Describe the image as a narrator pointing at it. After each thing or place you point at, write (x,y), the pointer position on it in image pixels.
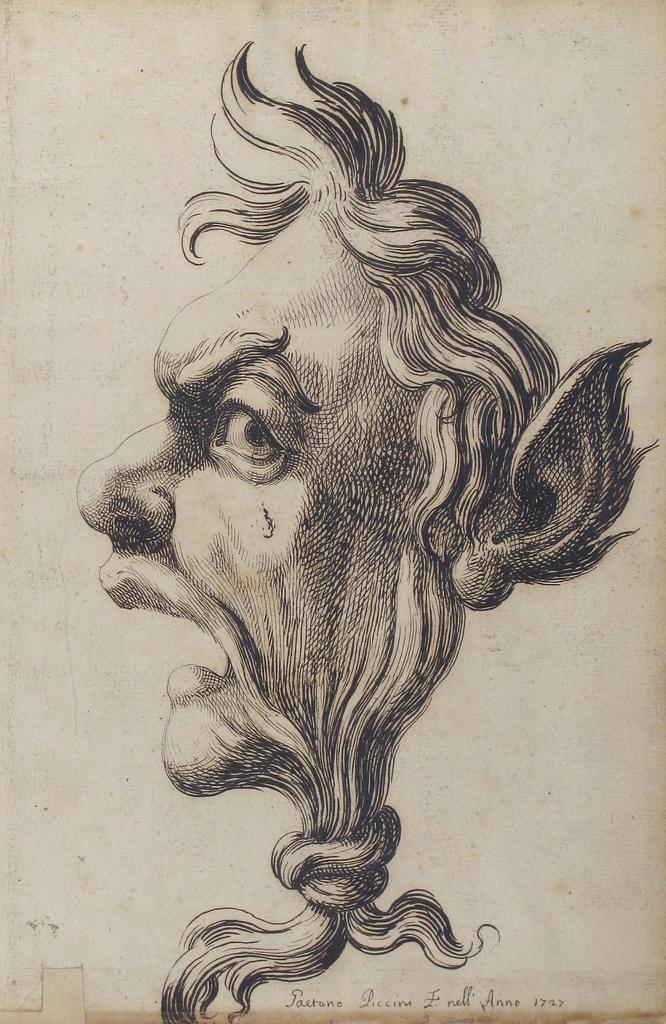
This image is a painting of the face (343,583) which is in the center (330,392).
